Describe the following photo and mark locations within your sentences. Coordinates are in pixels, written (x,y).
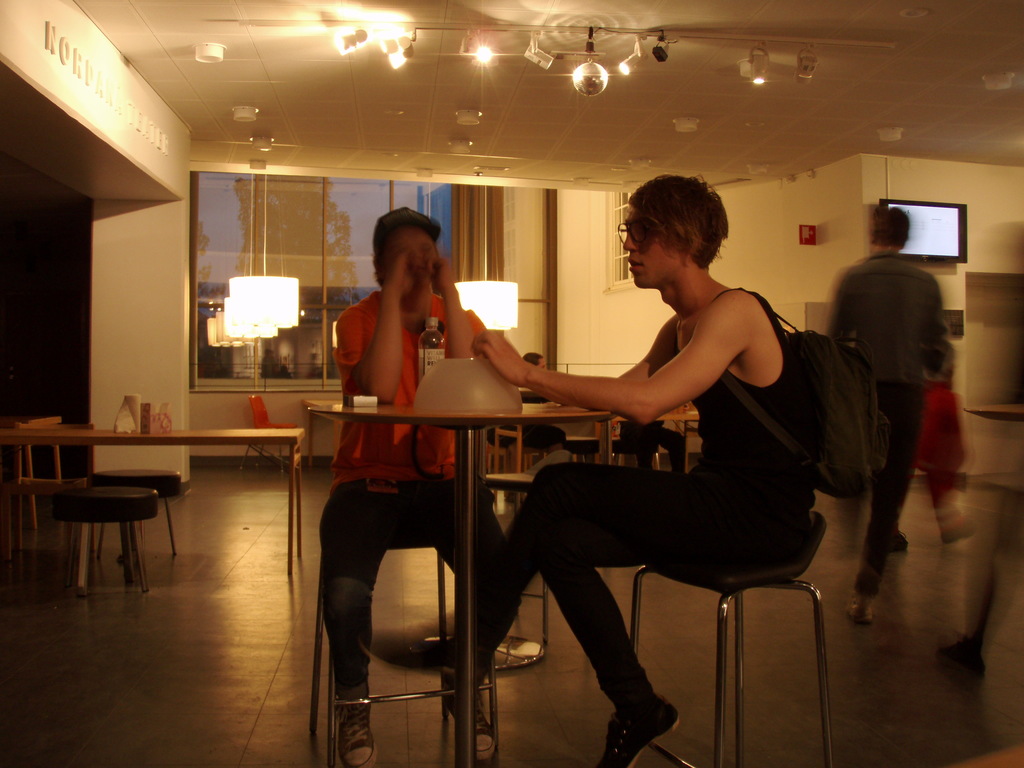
In this image i can see there are two persons (690,372) sitting on a chair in front of a table (472,470). I can see a man (897,304) is walking on the floor (159,692).
